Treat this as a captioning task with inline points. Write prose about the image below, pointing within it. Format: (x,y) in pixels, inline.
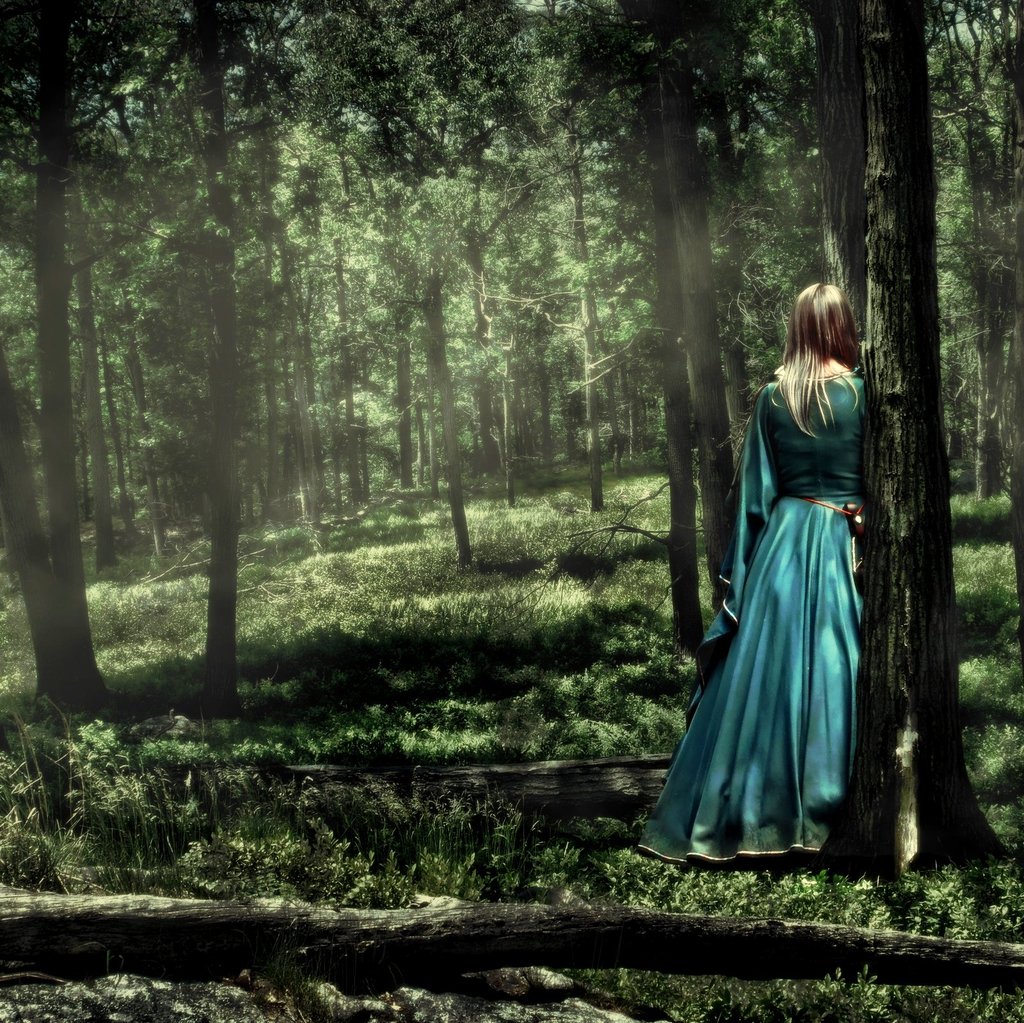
This is a graphic image, in the image there are some trees (577,357), a trunk (29,911) of tree (917,699) at the bottom (26,927) there is a person (779,395) standing in front of tree (916,470) on the right side (819,465).
